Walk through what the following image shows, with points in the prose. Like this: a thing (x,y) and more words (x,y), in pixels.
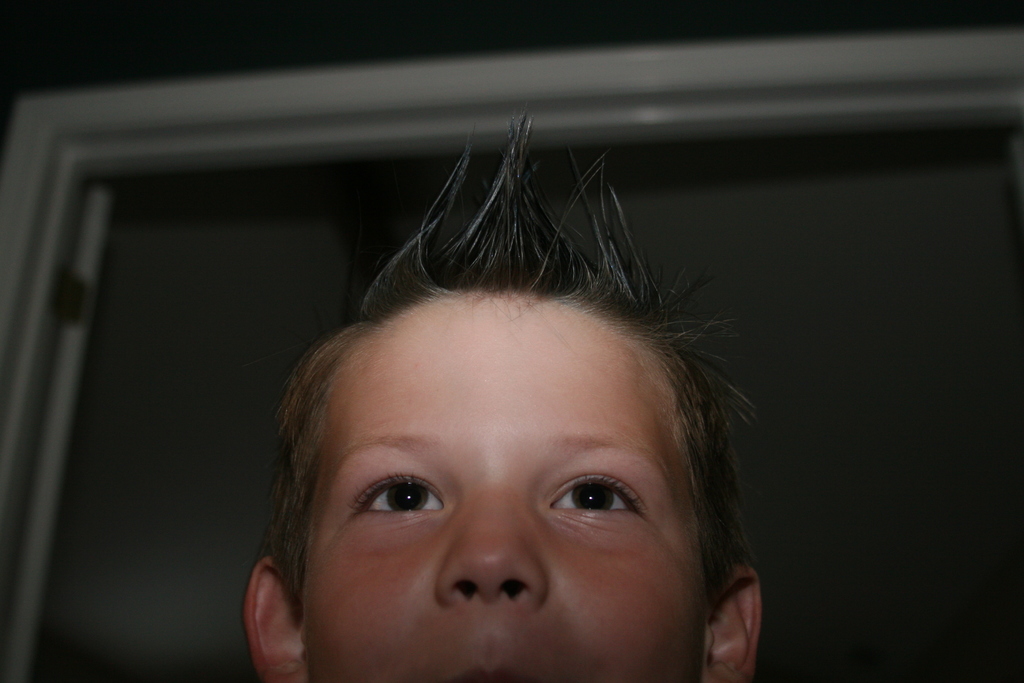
In this image we can see a boy (567,531). In the background (825,71) there is a door (144,144).
